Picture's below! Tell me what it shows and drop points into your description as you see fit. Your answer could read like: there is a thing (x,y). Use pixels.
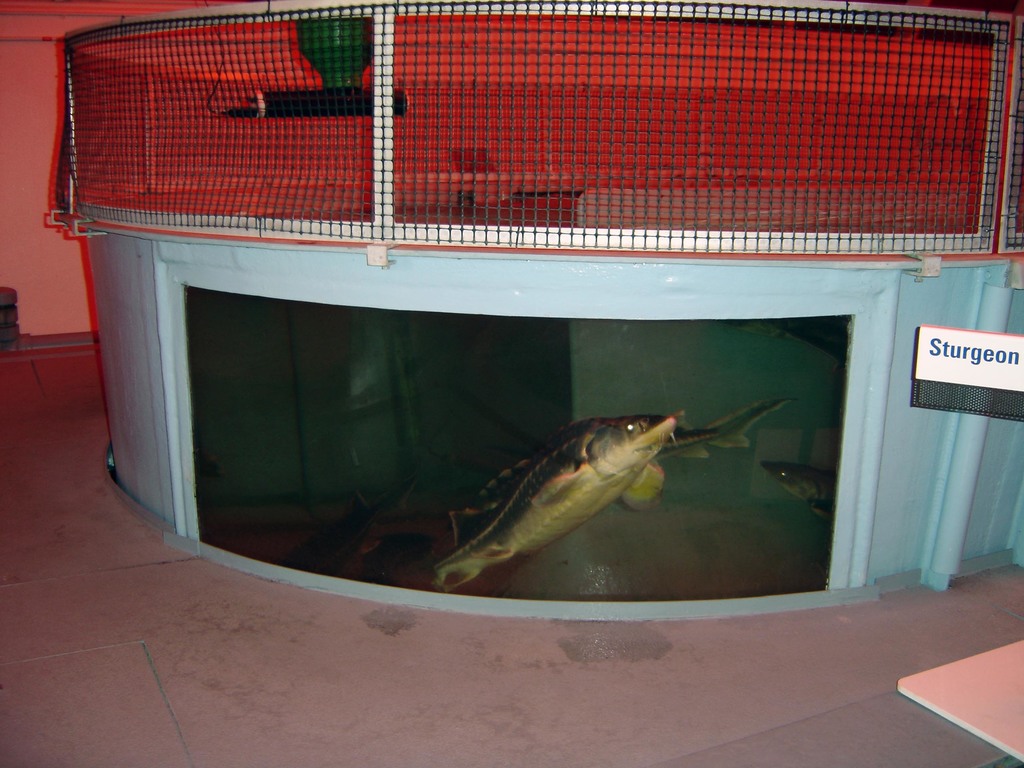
In this image we can see some fishes (588,438) in water (641,518) placed in a container (915,447). In the background (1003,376), we can see sign board (997,362) with some text (1005,362) and a mesh (792,156).
